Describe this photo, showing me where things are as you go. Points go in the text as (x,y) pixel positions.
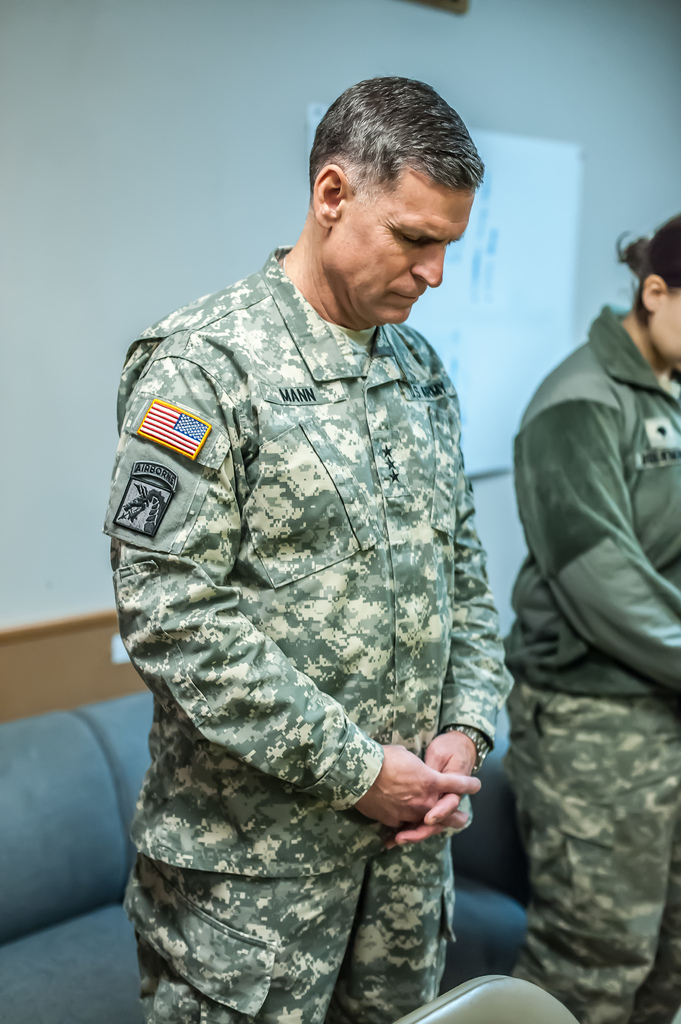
In this image I can see two persons (232,577) standing wearing green color uniform (384,587). Background (74,826) I can see a couch (74,836) in gray color and I can see wall (167,216) in white color.
